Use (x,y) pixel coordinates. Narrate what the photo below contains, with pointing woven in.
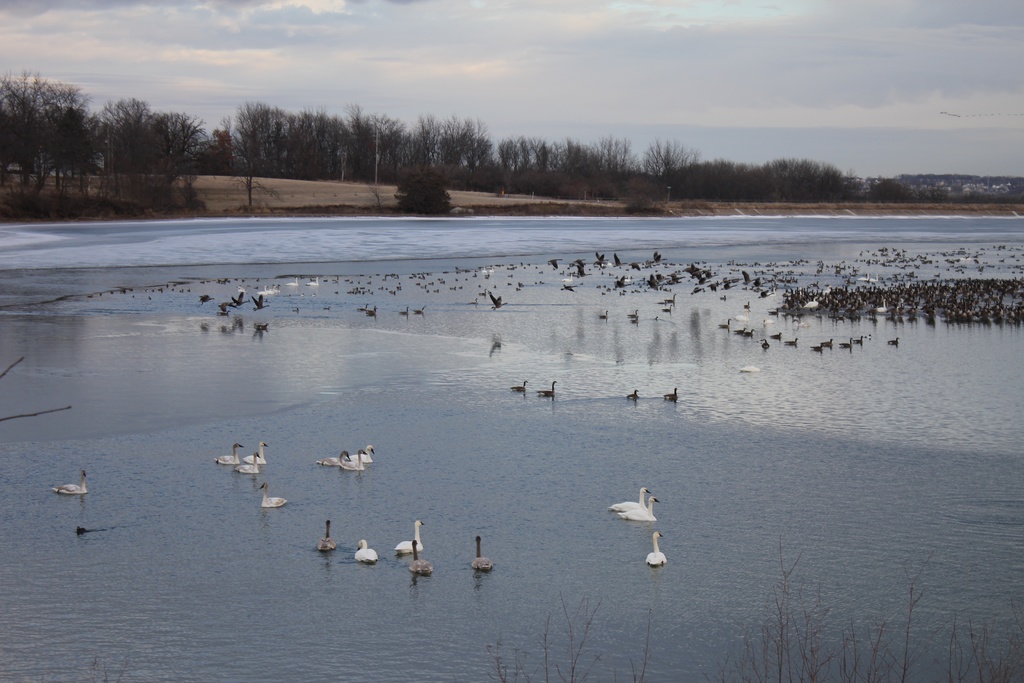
Here there are birds (373,454) on the water (438,316) and few birds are flying in the air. In the background (267,171) there are trees (681,176) on the ground (327,191), poles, houses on the right side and clouds (1018,147) in the sky (271,9).
